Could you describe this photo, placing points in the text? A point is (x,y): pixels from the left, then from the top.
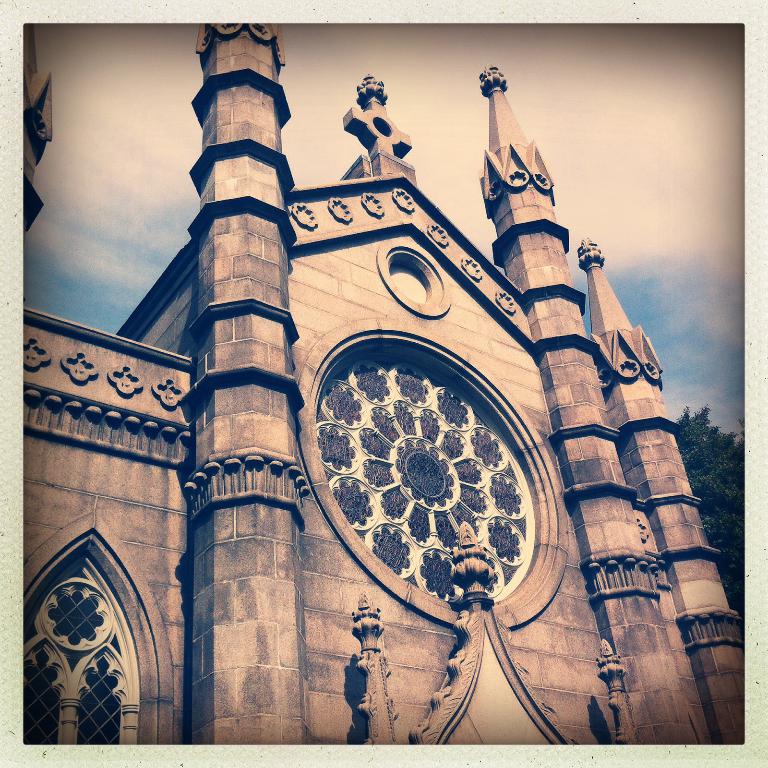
In this picture we can see building (591,546) and green leaves (732,439). In the background of the image (619,111) we can see sky (176,147) with clouds (176,147).
